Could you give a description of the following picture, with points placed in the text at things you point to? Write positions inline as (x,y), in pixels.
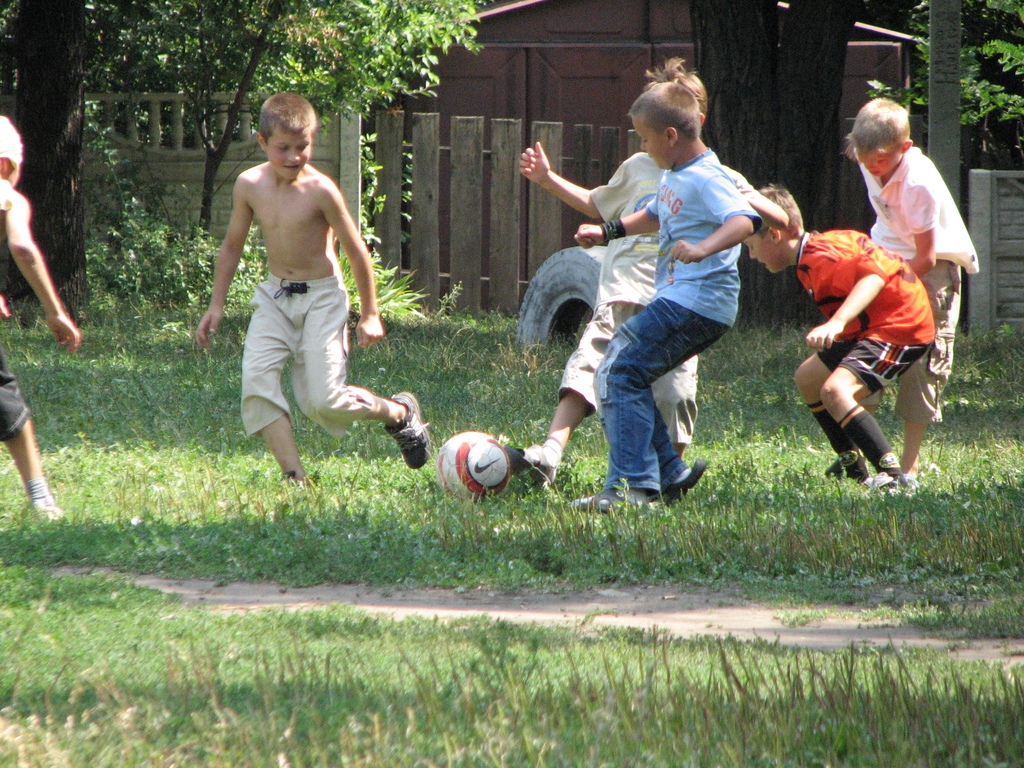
This picture is taken in the garden (634,539), There are some kids (682,308) playing the football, In the background (718,53) there is a black color tree (771,63) and there are some plants (395,33) in green color and trees (229,50) and there is a brown color wall (545,49).
